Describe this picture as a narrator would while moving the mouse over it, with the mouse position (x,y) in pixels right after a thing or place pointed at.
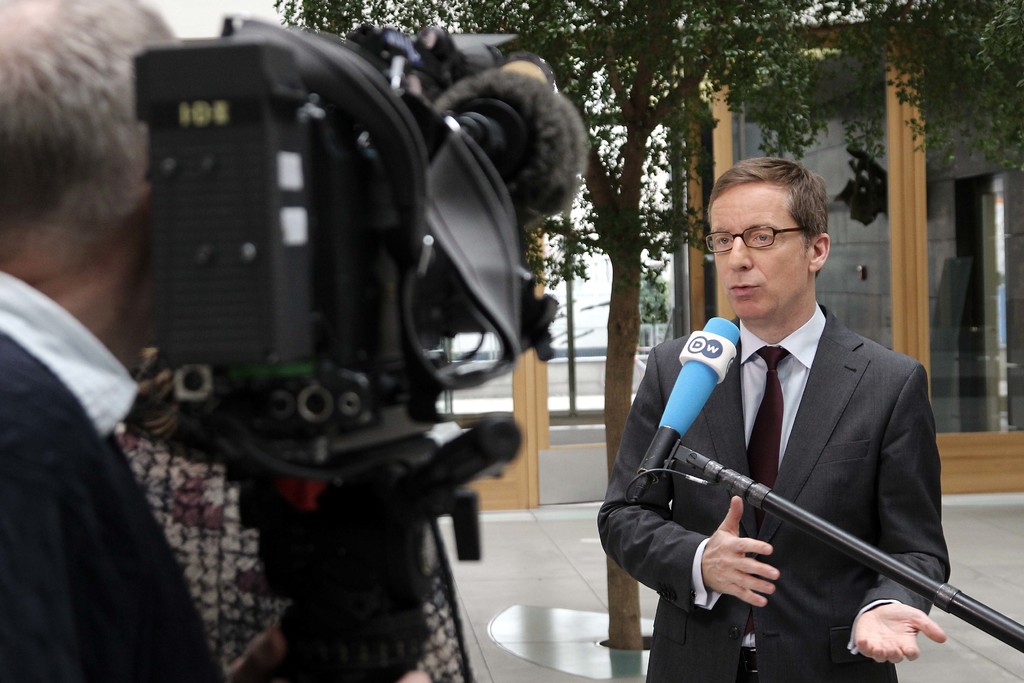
Here this man (749,287) is talking. He is wearing a spectacle (761,235), suit (840,405), and tie (772,388). This is the mic (675,402). This is the camera (338,334). On the left hand side (39,366), this man (72,415) is holding this camera (359,565). In the background (614,272), this is the tree (629,253). This is the glass (846,235). This is the floor (992,500).
